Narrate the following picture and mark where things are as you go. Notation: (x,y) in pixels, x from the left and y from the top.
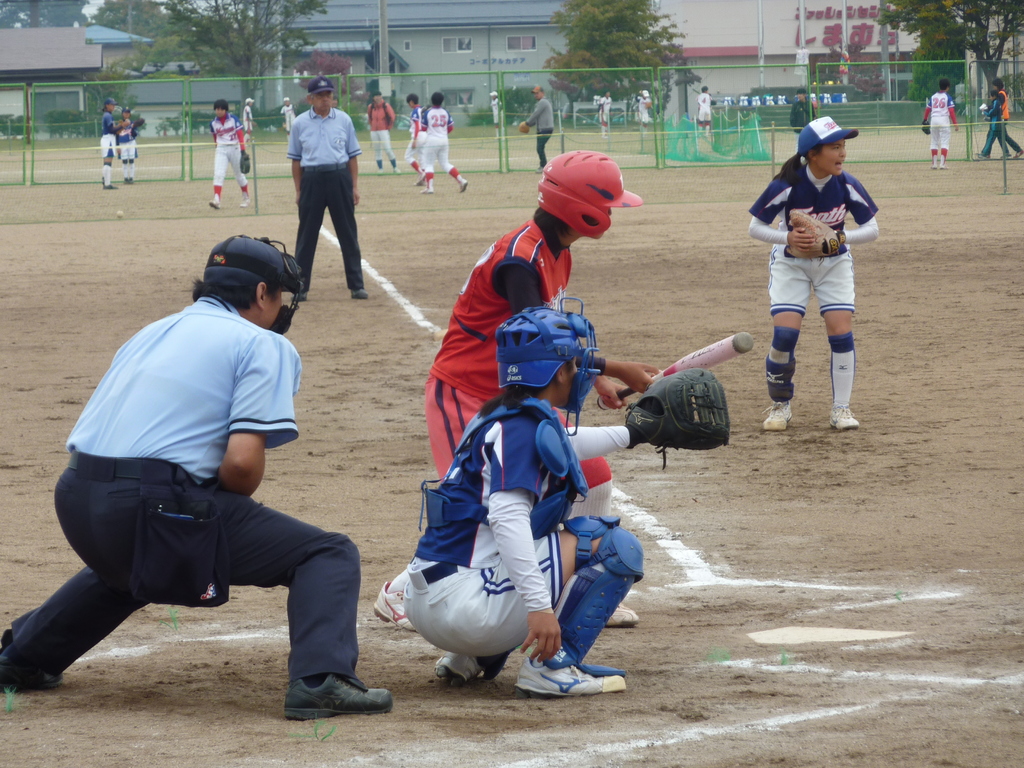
In this image, we can see people (533,550) on the ground (533,715). In the middle of the image (535,275), we can see a person (523,272) holding a stick (738,355). In the background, we can see the people (790,200), mesh (25,102), buildings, walls (6,98), trees (109,21), plants (528,109) and some objects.
